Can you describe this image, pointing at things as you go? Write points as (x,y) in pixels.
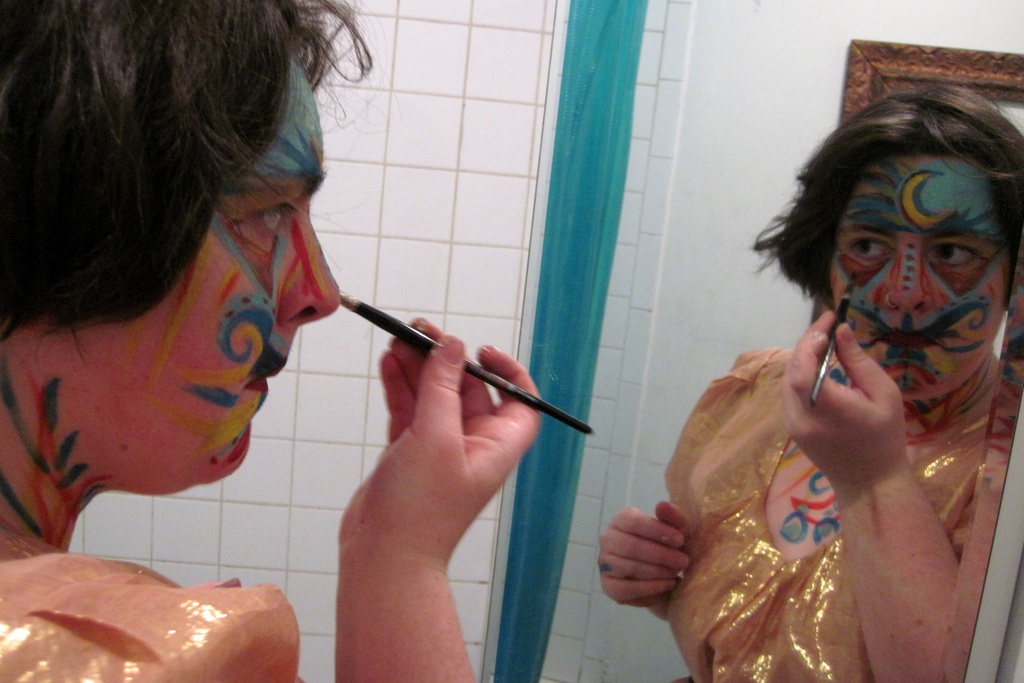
In this picture I can see a person (123,390) in front (37,457) who is holding a pencil (435,346) and I see makeup (310,159) on the face (195,265) and I see a mirror (697,216) on the wall (422,45).
